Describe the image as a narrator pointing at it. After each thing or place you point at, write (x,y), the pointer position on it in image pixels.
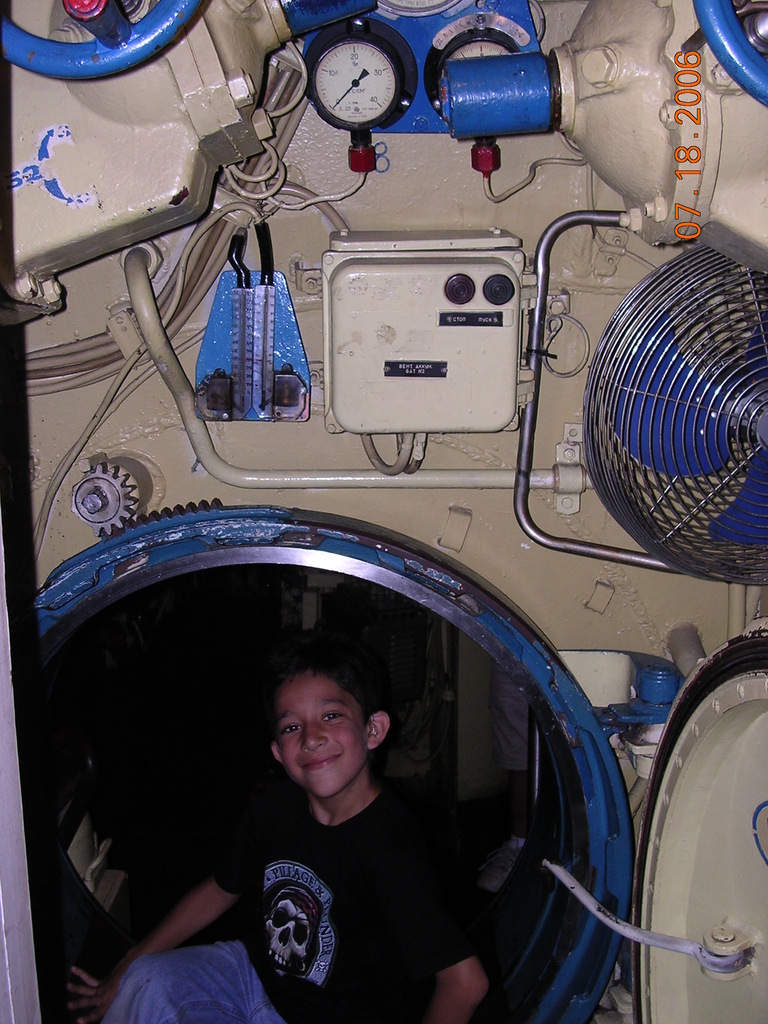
In this image we can see a boy (359,938) sitting in the vehicle (501,207).
